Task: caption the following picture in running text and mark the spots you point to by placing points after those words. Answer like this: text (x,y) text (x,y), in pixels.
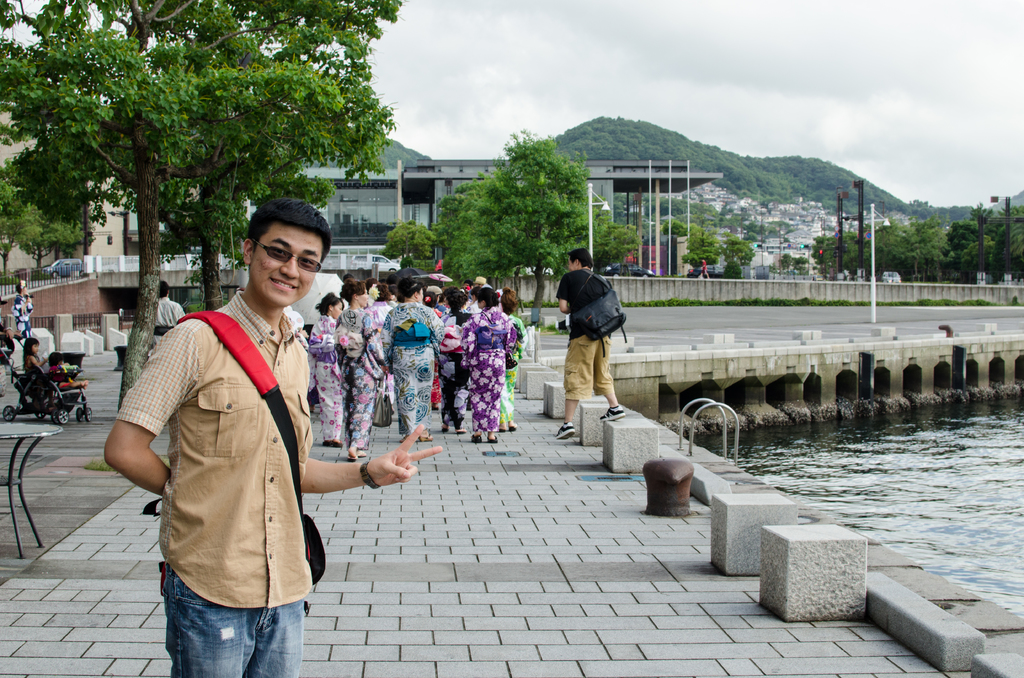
In this picture there is a person (289,637) standing and smiling. At the back (570,281) there are group of people (445,387) walking. On the left side of the image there is a person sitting and there is a table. At the back (415,255) there are buildings (18,255), trees (600,234), poles (840,200) and there are vehicles (54,263) on the road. There are trees (710,170) on the mountain (618,155). At the top (720,47) there are clouds (715,30). At the bottom (888,474) there is water (946,427).
